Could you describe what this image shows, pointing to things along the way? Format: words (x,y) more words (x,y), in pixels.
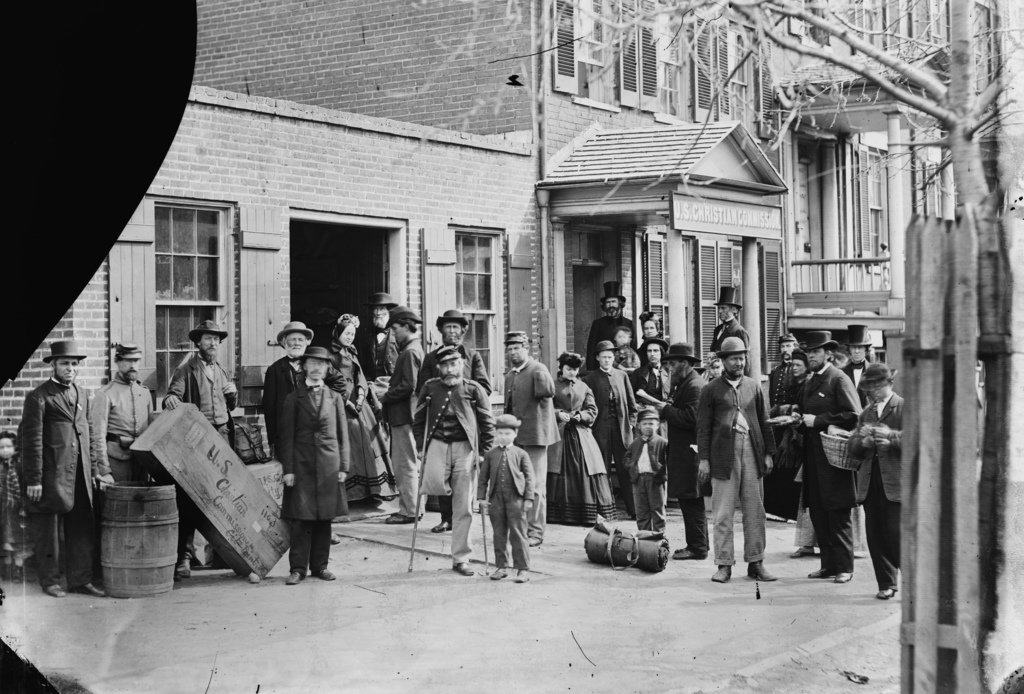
This is a black and white image. In the center of the image (508,459) we can see some persons (444,375) are standing and some of them are wearing hats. On the left side of the image (234,475) we can see a drum (159,497), box (207,476). In the background of the image (150,384) we can see the buildings (419,211), windows (466,280), doors (346,267), pillars (825,221), board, tree (778,133). At the bottom of the image (584,597) we can see the floor (615,626).
